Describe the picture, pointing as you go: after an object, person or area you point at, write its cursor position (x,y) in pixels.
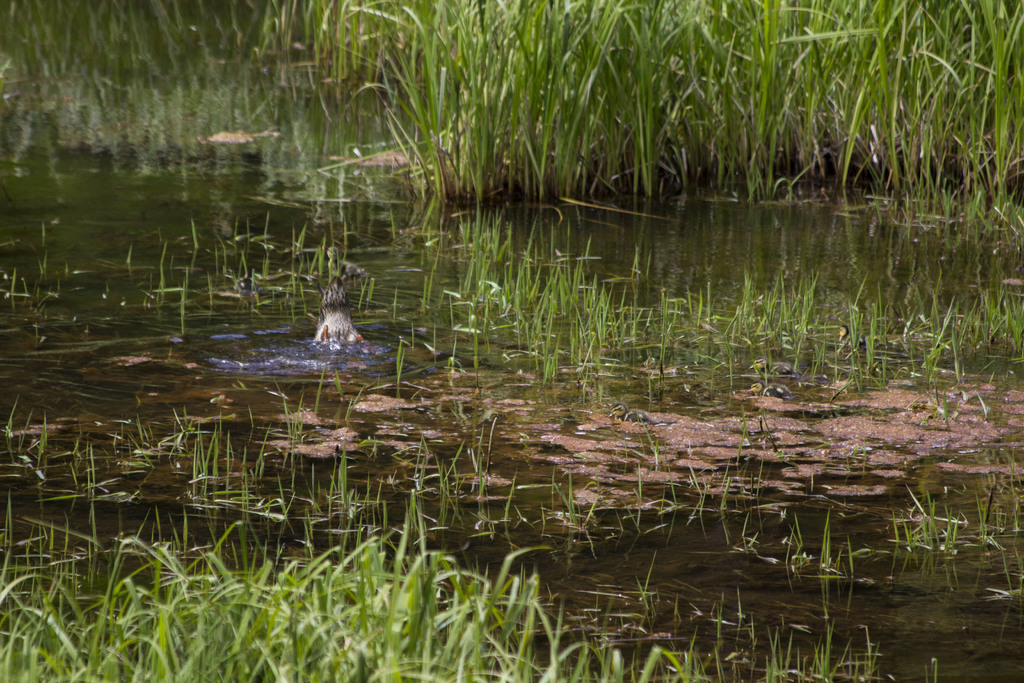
In this image I can see an aquatic animal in the water (188,214). In the background (456,85) the grass (514,85) is in green color.
